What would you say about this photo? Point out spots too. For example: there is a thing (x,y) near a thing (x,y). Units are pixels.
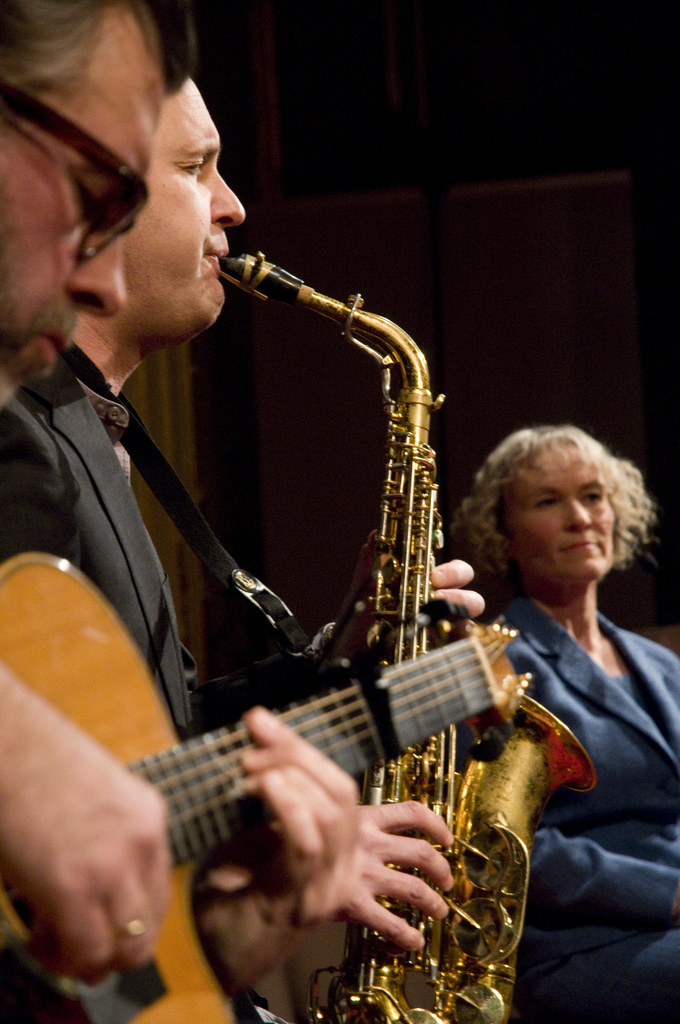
In this picture I can observe three members (134,903). Two of them are men (122,241) who are playing musical instruments (362,715) in their hands (348,833). The background (350,100) is dark.
